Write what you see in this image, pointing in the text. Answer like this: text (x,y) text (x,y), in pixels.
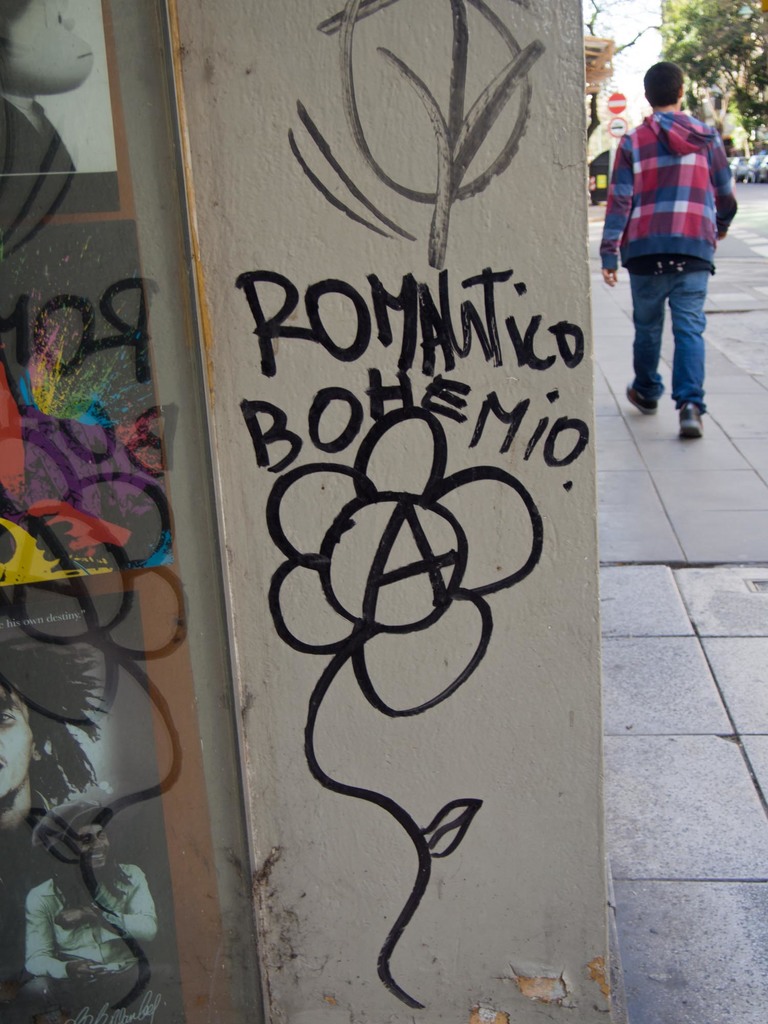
This image is clicked outside. There is a person (701,294) walking on the right side (675,361). There is a tree (709,72) in the top right corner (708,43). There is something written on the wall (398,506), in the middle (272,408).
